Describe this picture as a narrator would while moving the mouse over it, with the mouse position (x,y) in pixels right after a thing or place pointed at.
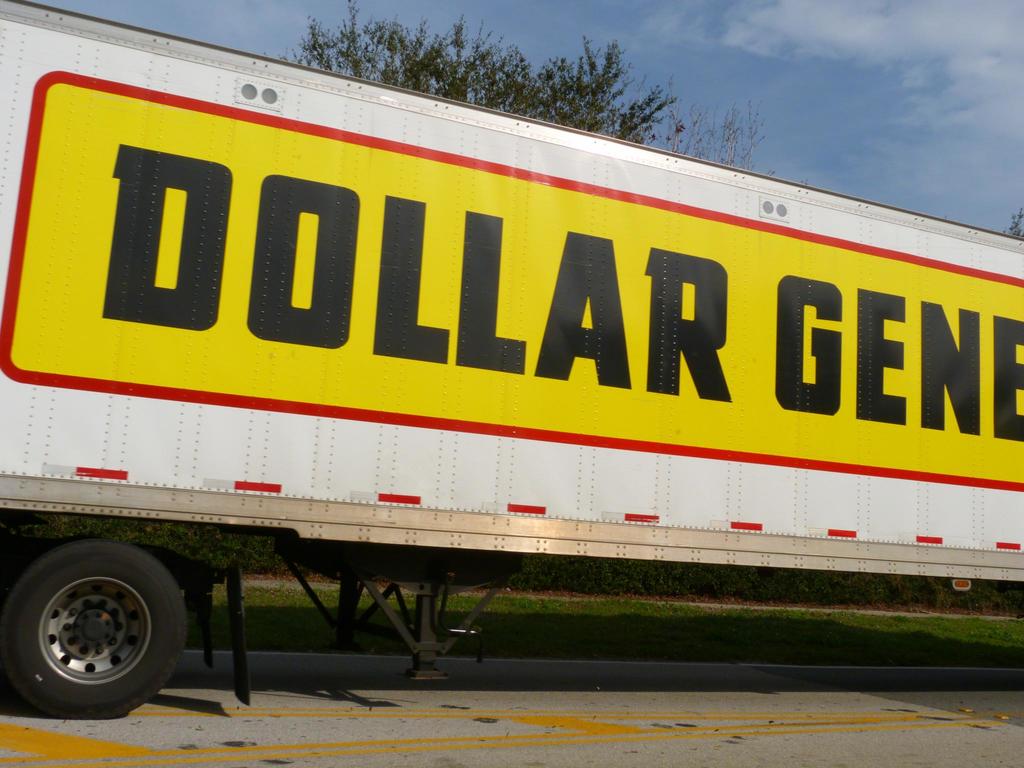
In this image there is truck (968,321) on the road (717,730), in the background (673,628) there is grass (921,624) trees (579,89) and blue sky (742,92).
